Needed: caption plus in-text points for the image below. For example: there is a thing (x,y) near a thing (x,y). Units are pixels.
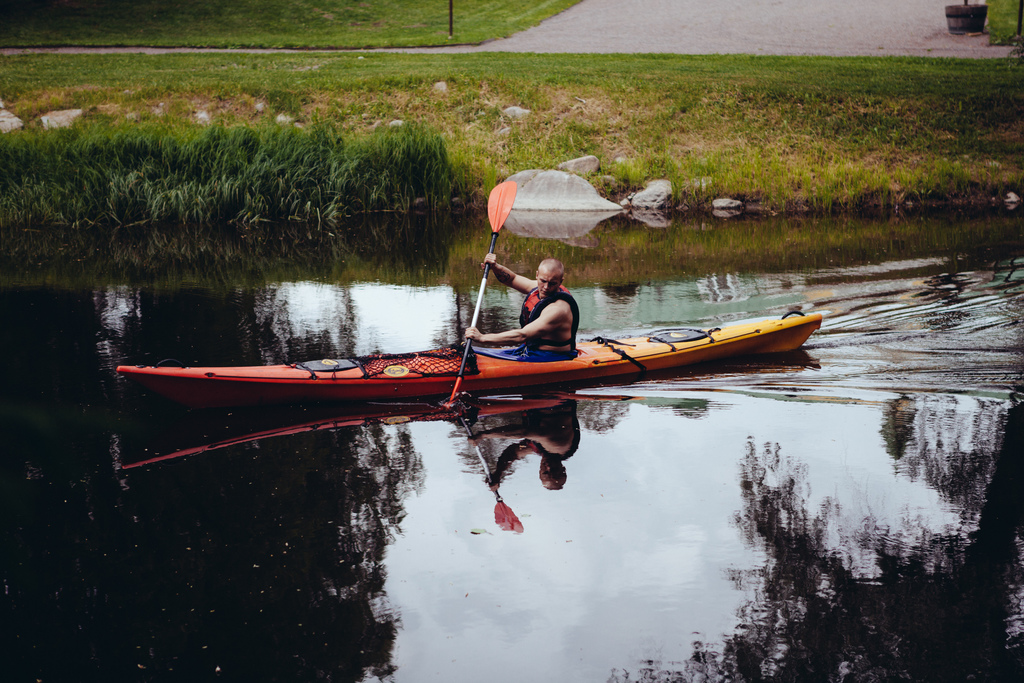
In this image I can see a man (466,336) paddling in a lake (806,432) at the top of the image (360,61) I can see some garden (415,102), grass (577,147) and a road (687,34).
